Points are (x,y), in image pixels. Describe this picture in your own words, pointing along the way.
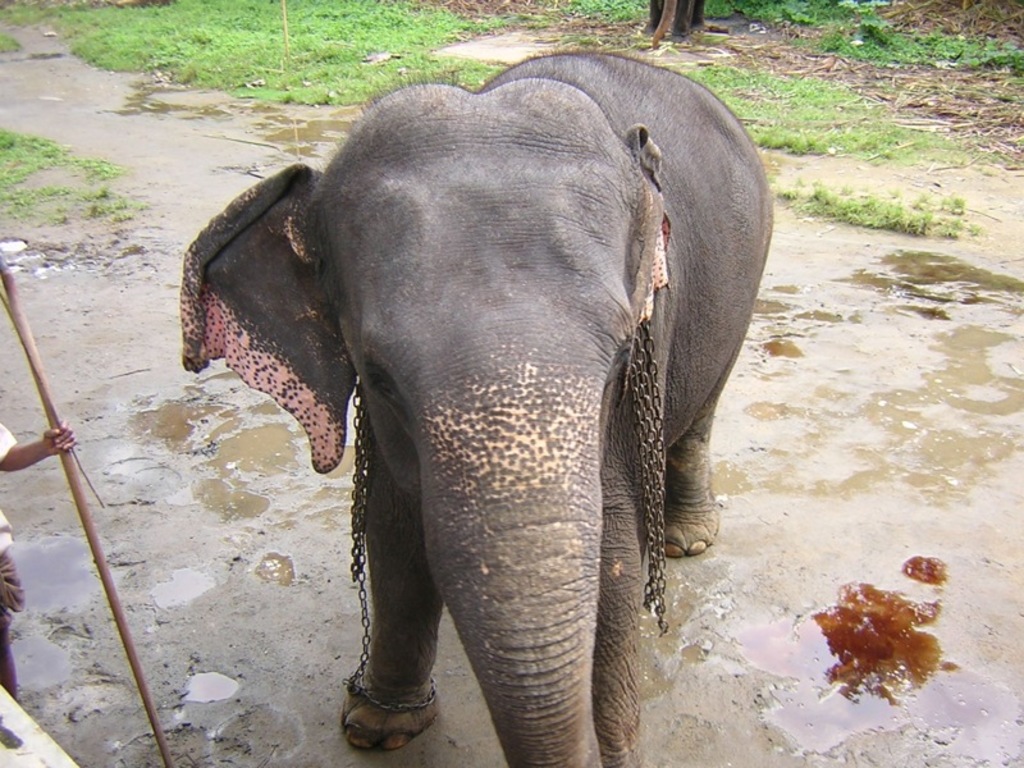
In this image we can see an elephant (537,487) with iron chains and to the side there is a person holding a stick (139,677). We can see grass (374,51) on the ground (326,157) and some water (884,722).
